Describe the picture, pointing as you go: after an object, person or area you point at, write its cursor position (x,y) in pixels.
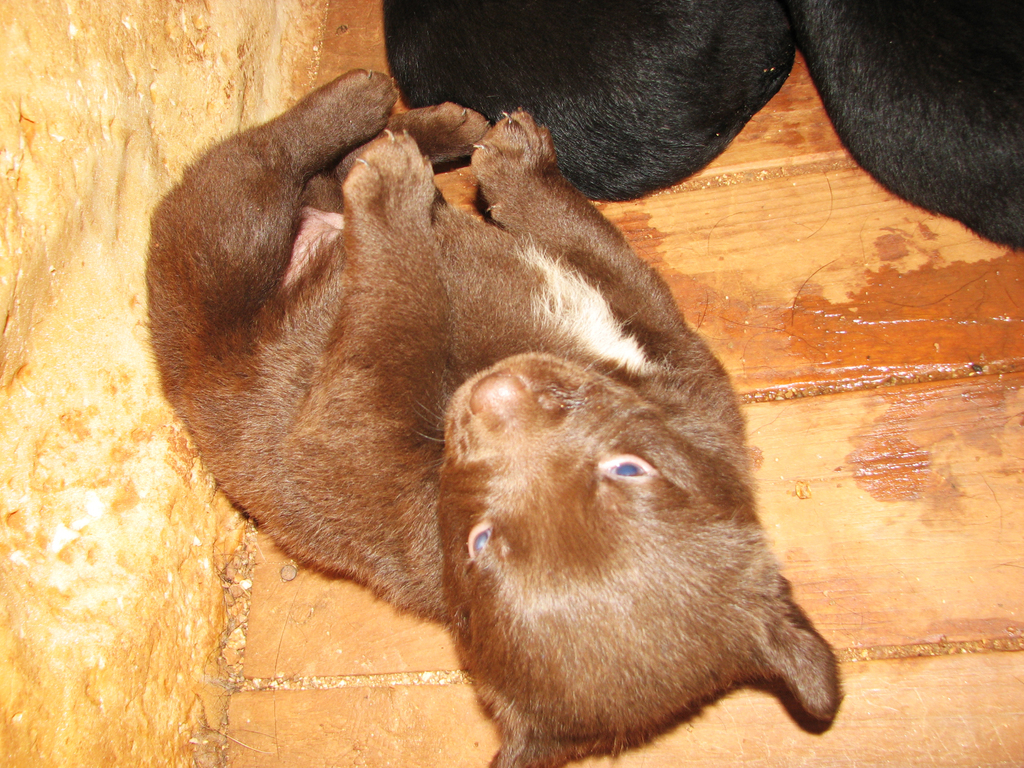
This is the picture of a bear cub (562,537) which is on the wooden floor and also we can see some black color thing (768,27) to the side.
